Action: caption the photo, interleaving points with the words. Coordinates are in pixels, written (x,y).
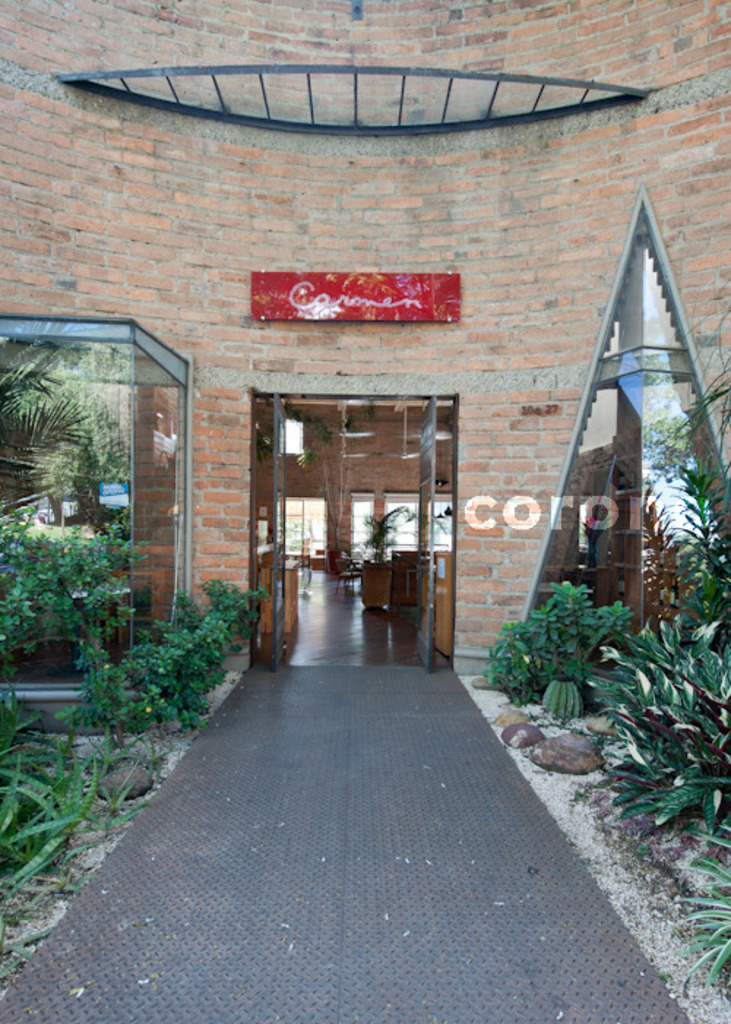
On the right (625,727) there are plants (636,718), stones (552,760), sand (610,848) and window (641,487). On the left (73,752) there are plants (94,755), stone (134,778) and a glass window (84,443). In the center of the picture (256,656) there is a door (349,467) to the building (342,264). The building (313,188) is made with brick walls (312,355). In the center of the background (378,539) there are desk (402,558), flower plant (373,566), windows (367,501), wall (347,487) and other objects (338,553). In the foreground (261,918) there is a mat (402,757).
